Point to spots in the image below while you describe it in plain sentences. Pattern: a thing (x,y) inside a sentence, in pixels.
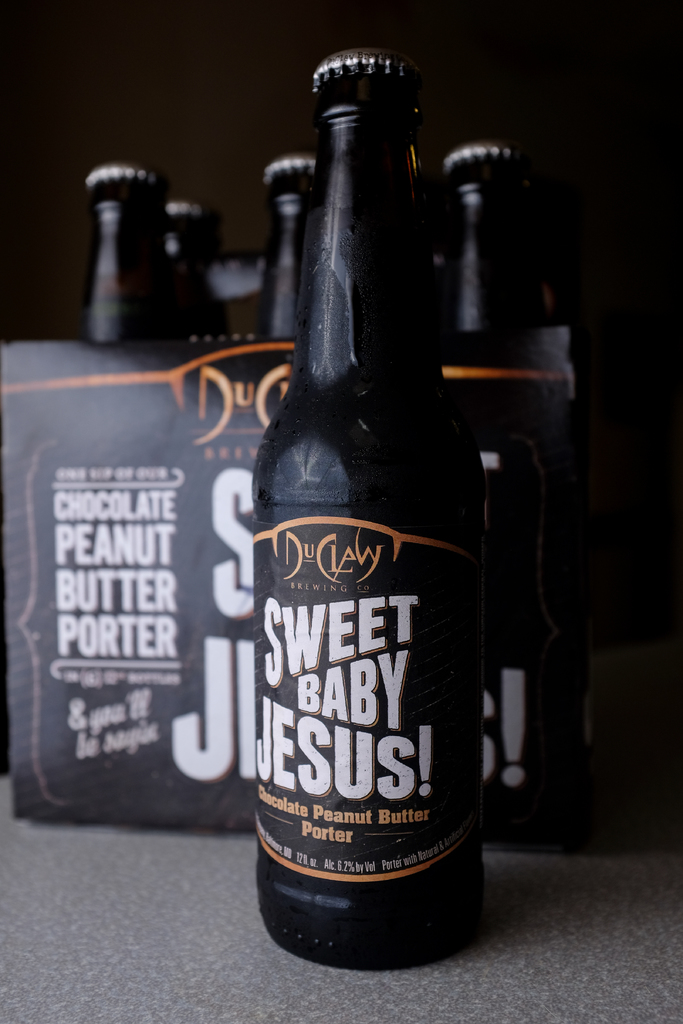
In this picture we can see bottles (349,440) and an information poster (10,714). Bottle (379,241) and poster (139,584) is on the grey surface (235,936). In the background (624,201) it is dark.
